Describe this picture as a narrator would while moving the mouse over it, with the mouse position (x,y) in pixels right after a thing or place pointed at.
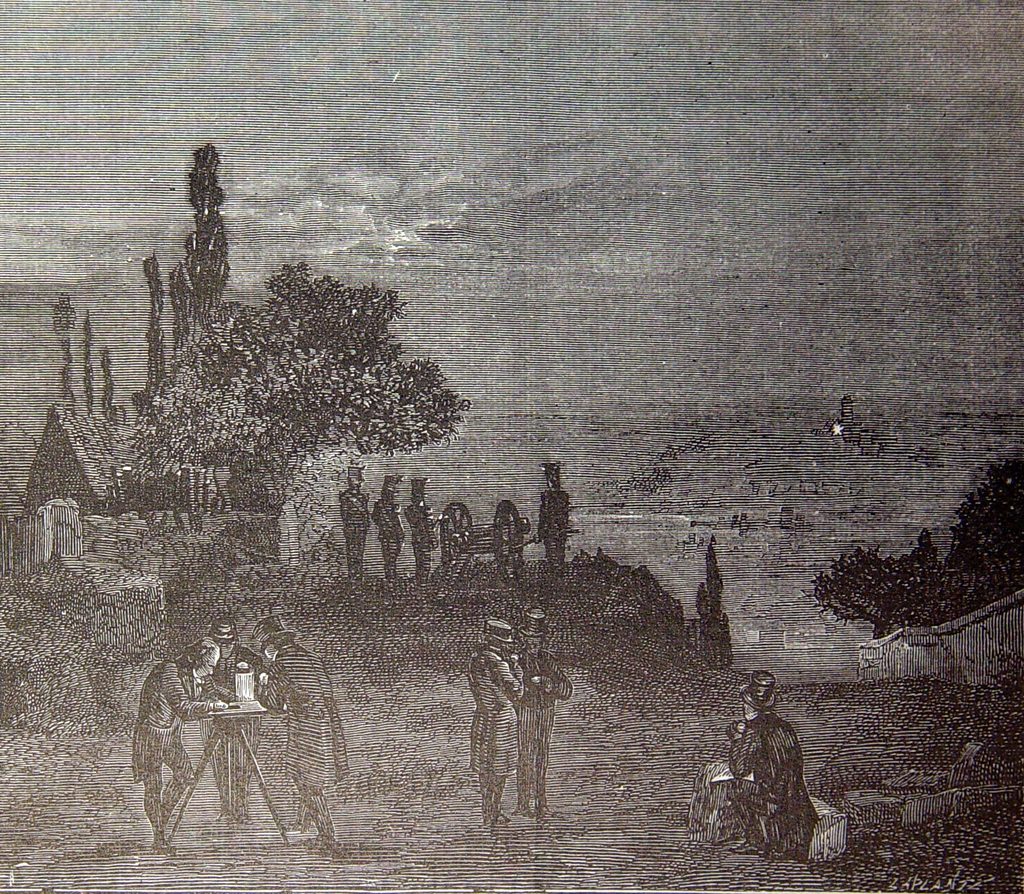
In this image we can see people (311,766). On the left (242,718) there is a table (254,760). In the background (133,434) there is a shed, trees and sky (572,276). On the right (931,650) there is a fence (928,665).
